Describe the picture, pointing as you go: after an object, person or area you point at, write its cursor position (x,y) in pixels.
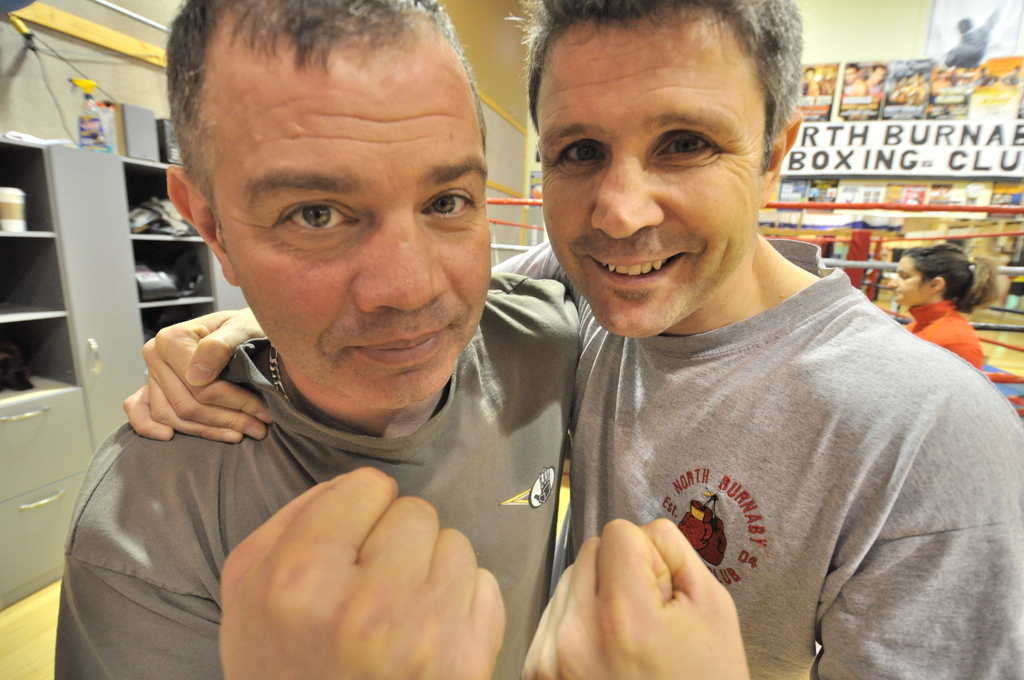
In this image I can see two men (342,304) in the front (422,306). In the background (934,187) I can see few ropes (923,210), a woman (965,266), few boards (1023,167), few drawers (36,504) and on these boards (870,126) I can see something is written.
